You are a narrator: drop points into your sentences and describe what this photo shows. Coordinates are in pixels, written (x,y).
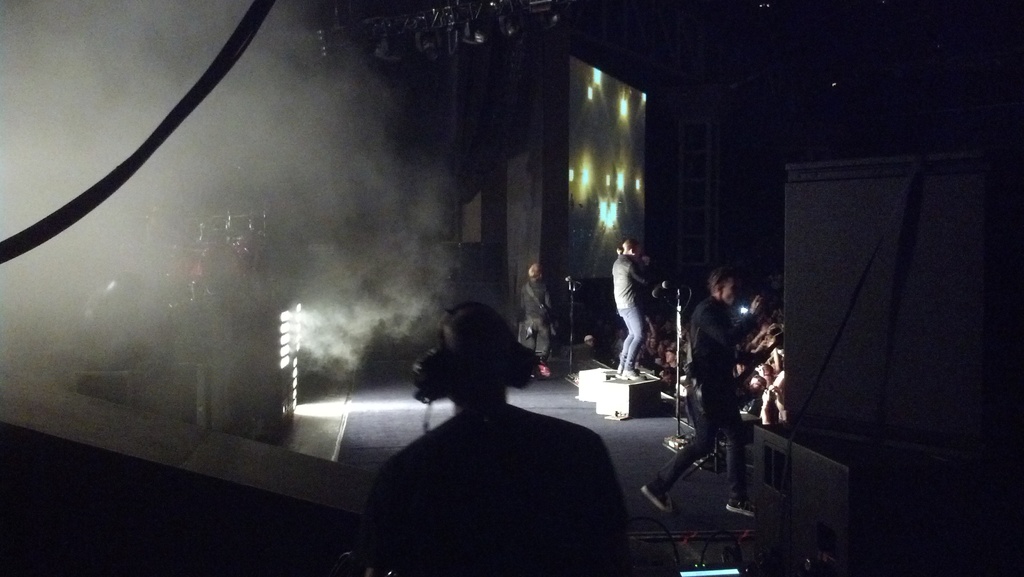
In this image I can see number of people (601,558) and in the front (467,327) I can see a headphone (444,377) on one person's head (510,346). On the right side of this image (904,295) I can see few black colour things (814,426), few mics (572,304) and a screen (613,91). On the left side (131,57) I can see smoke (304,228), number of lights (282,341) and few other stuffs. I can also see few more lights (531,19) on the top side of this image (422,32).
